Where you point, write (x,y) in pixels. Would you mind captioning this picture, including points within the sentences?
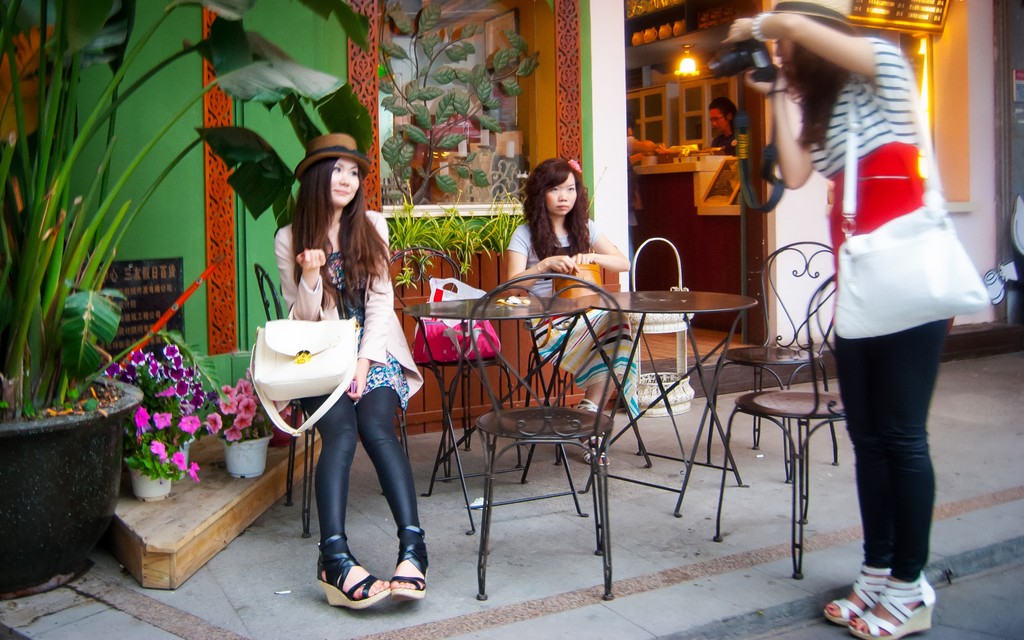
These two women (582,244) are sitting on a chair (412,345). On this chair (427,254) there is a plastic bag (457,296). Beside this woman (303,293) there are plants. In-front of these women (571,349) there are tables (673,295). Another woman (921,401) is holding a camera (711,69) and taking snap of this woman (340,212). In-front of that cupboard (692,116) there is a person (721,127) and light (697,74).
